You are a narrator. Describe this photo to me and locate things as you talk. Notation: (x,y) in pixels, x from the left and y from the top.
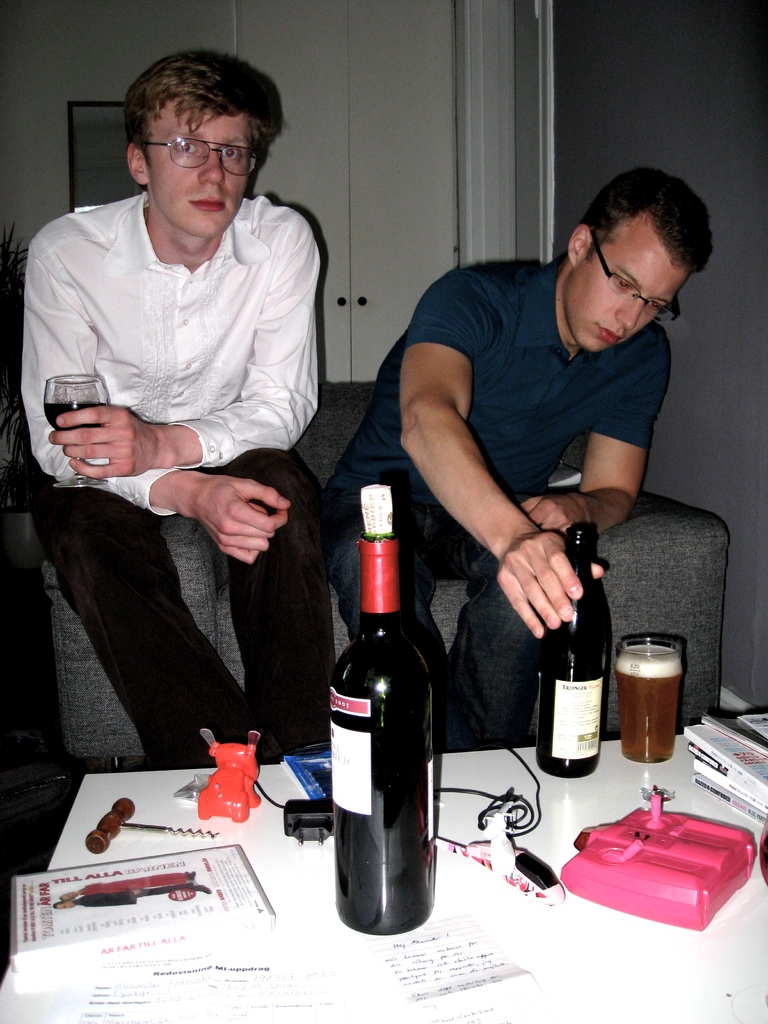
Here we can see two men (637,326) sitting on a sofa (329,396) and the guy (588,410) on the right side (512,341) is holding a bottle (595,625) and the guy (114,417) on the left side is holding a glass of wine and in front of them we can see a table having wines (343,788), a glass of beer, papers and some things (236,766) present on it
